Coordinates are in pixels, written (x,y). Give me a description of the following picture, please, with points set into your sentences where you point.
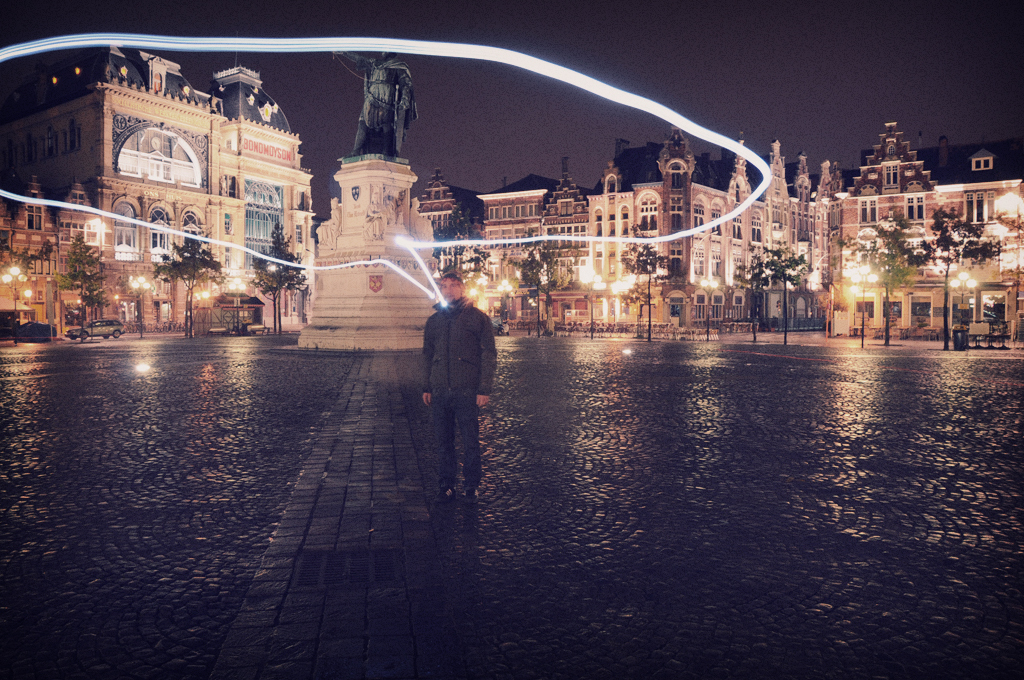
In the center of the image (466,378), we can see a person (455,386) standing on the road (489,433) and in the background (239,162), there are buildings (628,223), poles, lights (502,285), vehicles (43,323) and we can see a statue (386,213). At the top (746,70), there is sky (803,60) and we can see a light trail (599,239).
